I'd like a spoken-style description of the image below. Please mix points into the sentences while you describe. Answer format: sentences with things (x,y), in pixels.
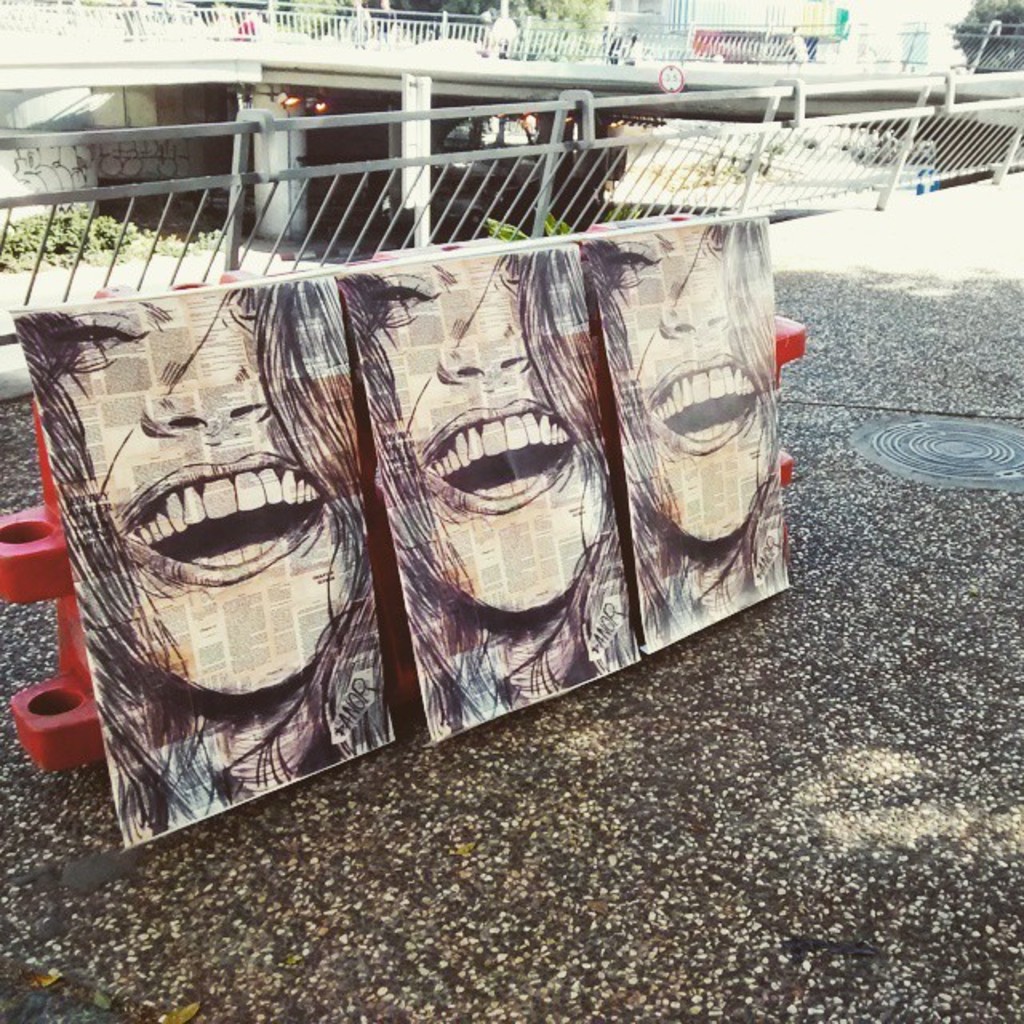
In this picture I can see there are photo frames (354,615) placed on the ground (355,787) and there is a bridge (828,43) in the backdrop (267,209), there are few people (797,27) on the bridge (770,68) and there are trees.
